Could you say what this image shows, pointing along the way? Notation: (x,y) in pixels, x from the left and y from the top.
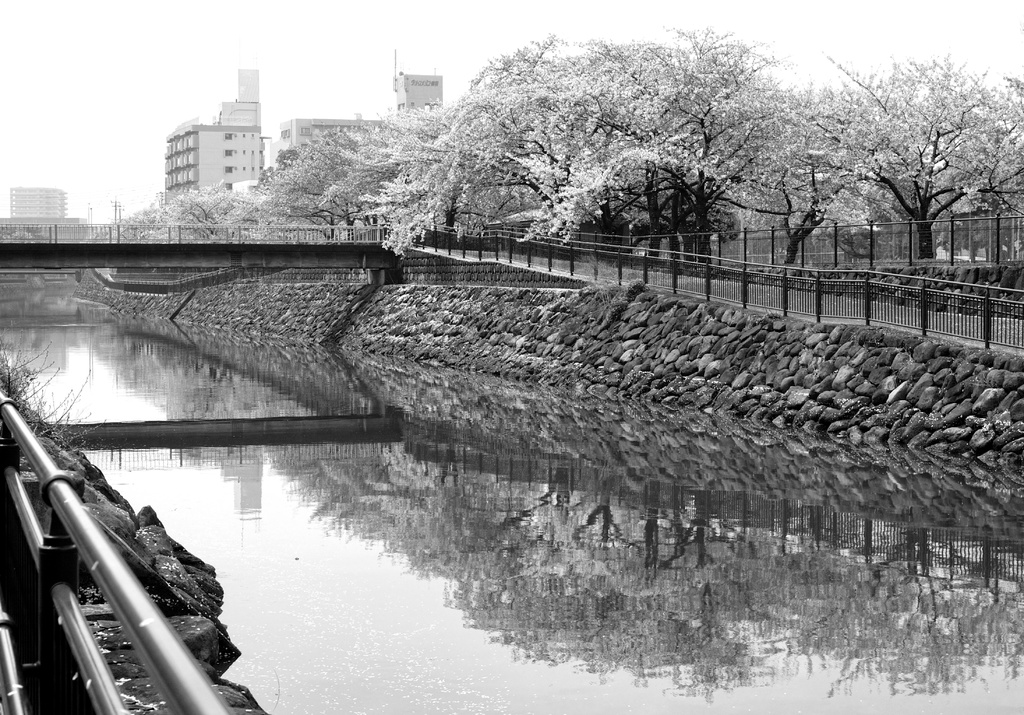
This picture is a black and white image. In this image we can see one canal (33,369), one bridge (74,249), one path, few fences (23,447), some rocks (206,670), some trees (771,186), some buildings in the background (30,210), few objects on the ground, some poles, some grass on the ground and at the top (1002,48) there is the sky (1003,51).
